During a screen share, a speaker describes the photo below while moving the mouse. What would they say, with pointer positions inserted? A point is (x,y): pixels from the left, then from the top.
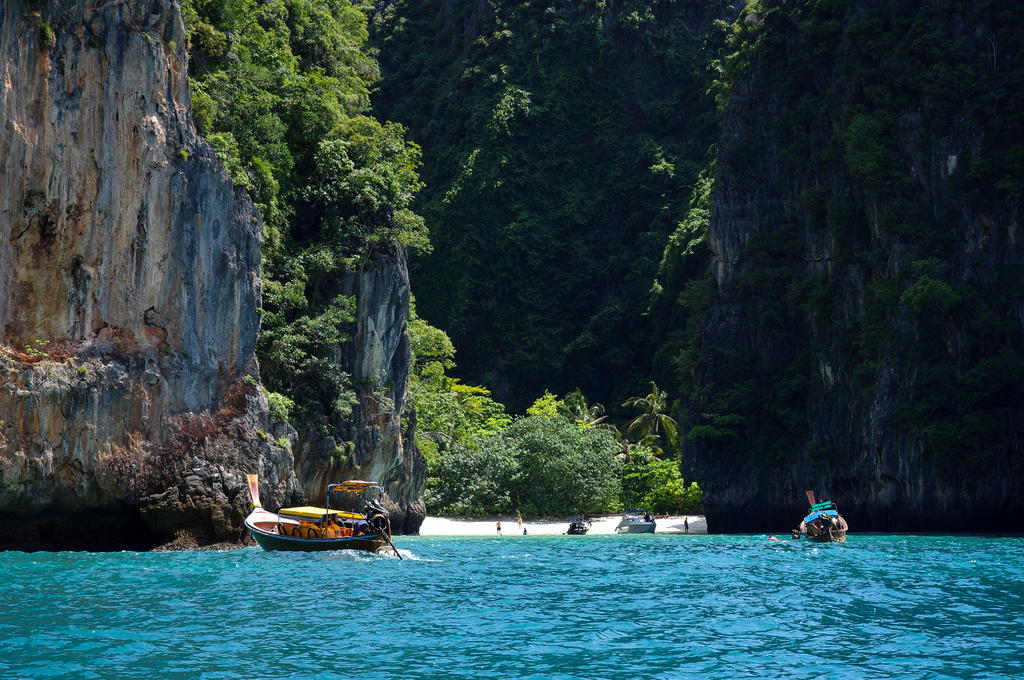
This is a picture of a island (268,292) where we have hills (997,255), trees (614,294), plants (628,454), boats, water (451,561), group of people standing in a sea shore (480,532).
